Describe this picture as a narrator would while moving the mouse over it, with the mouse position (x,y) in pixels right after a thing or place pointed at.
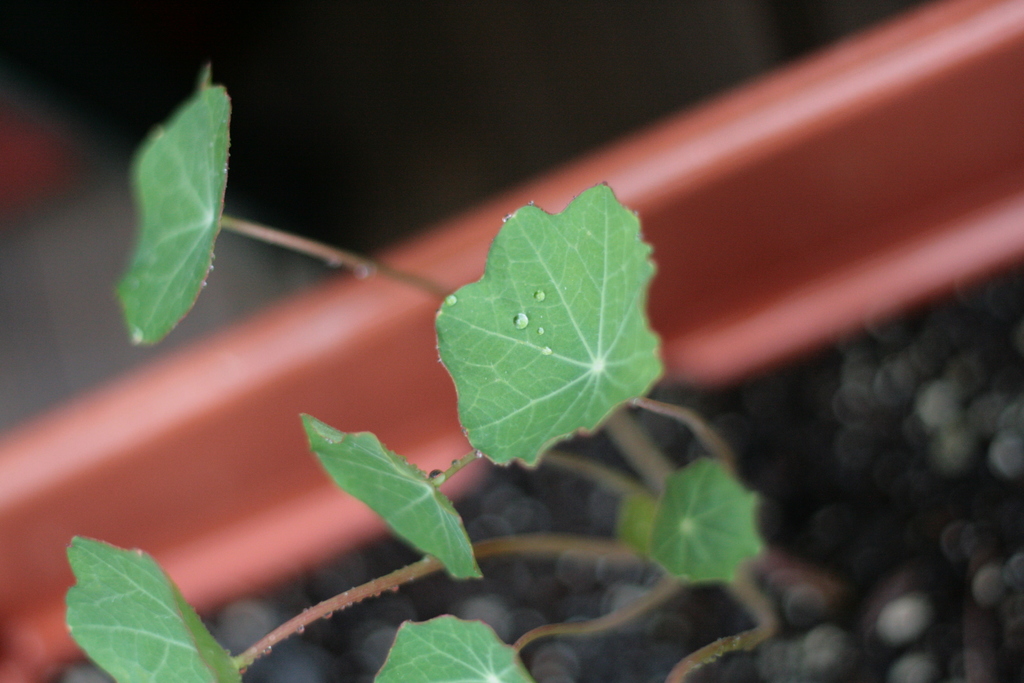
In this image we can see a plant (533,384). On a leaf (533,302) we can see the water drops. The background of the image (256,504) is blurred.
